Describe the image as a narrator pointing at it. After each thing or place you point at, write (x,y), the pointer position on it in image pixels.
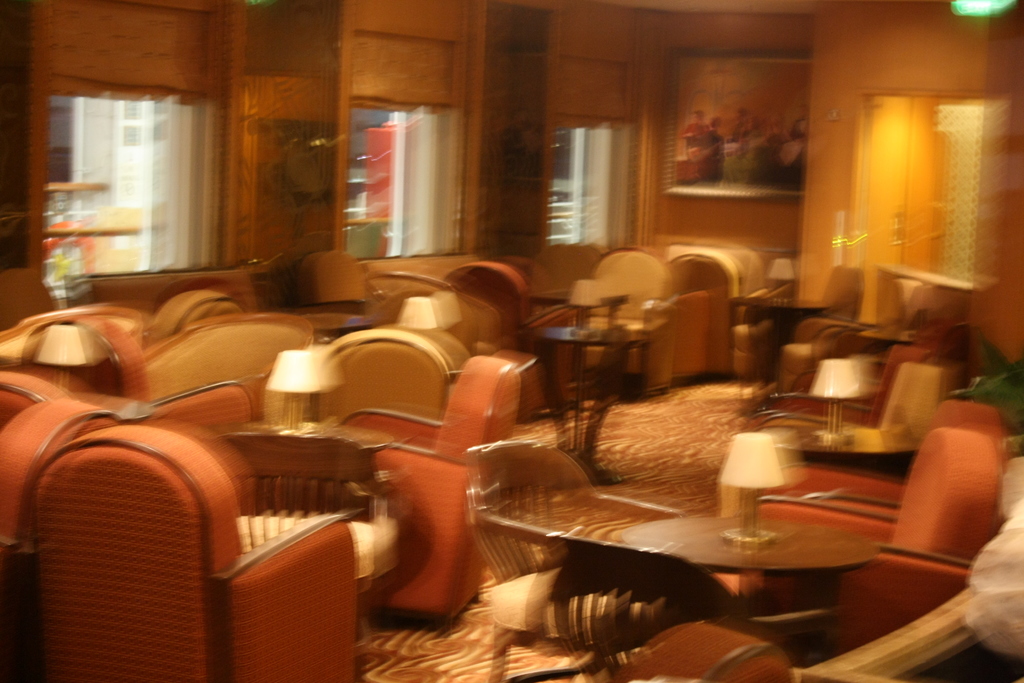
In this image, we can see some chairs (89,625) and tables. There are windows (560,201) in the middle of the image (561,236). There is a painting (708,109) in the top right of the image (751,108).
